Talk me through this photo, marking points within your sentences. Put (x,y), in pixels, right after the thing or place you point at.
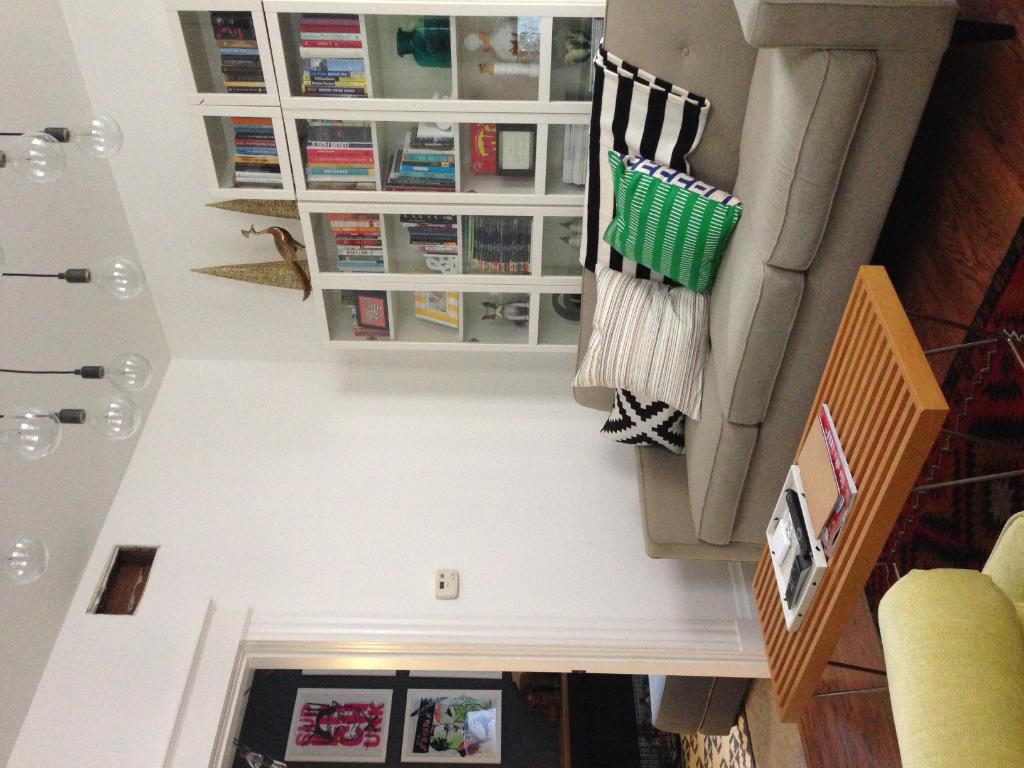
In this image we can see an inside of a building (512,535). At the top (464,85) we can see group of books (430,161) in the racks (487,181). In front of the rack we can see a couch (775,472) and few objects (838,479) on a table (866,399). On the couch (752,162) we can see the pillows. In the middle (355,444) we can see the wall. At the bottom (417,757) we can see the posters (373,754). On the left side (41,465), we can see the roof (57,473) and lights (107,138).
